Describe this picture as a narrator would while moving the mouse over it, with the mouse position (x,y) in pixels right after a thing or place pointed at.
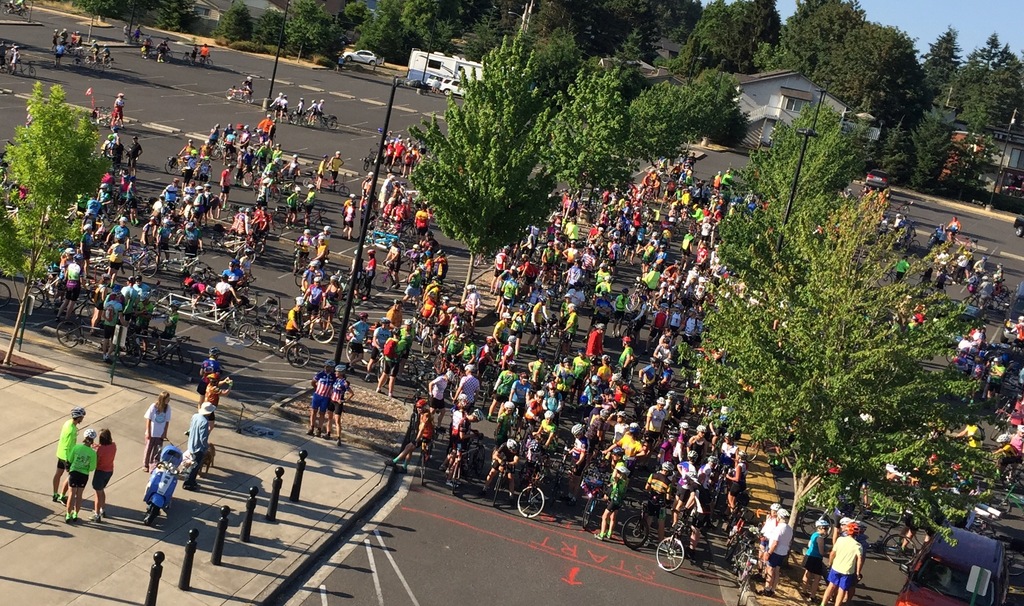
In this image, there are many people (666,423), trees (472,100), poles (186,567), houses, vehicles (420,72) and bicycles (538,498). We can see the ground (373,530) with some objects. We can also see the sky (936,23).
